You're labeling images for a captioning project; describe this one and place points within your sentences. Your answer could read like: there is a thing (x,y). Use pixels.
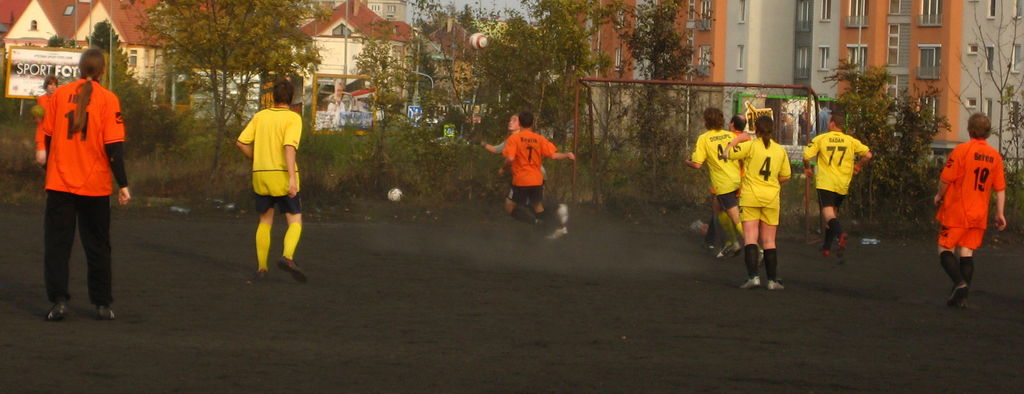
There is a group of people (775,252) playing football as we can see at the bottom of this image (105,281). We can see trees (460,118), balls (482,40), buildings (719,106) and a goal net (588,114) in the background (611,110).
